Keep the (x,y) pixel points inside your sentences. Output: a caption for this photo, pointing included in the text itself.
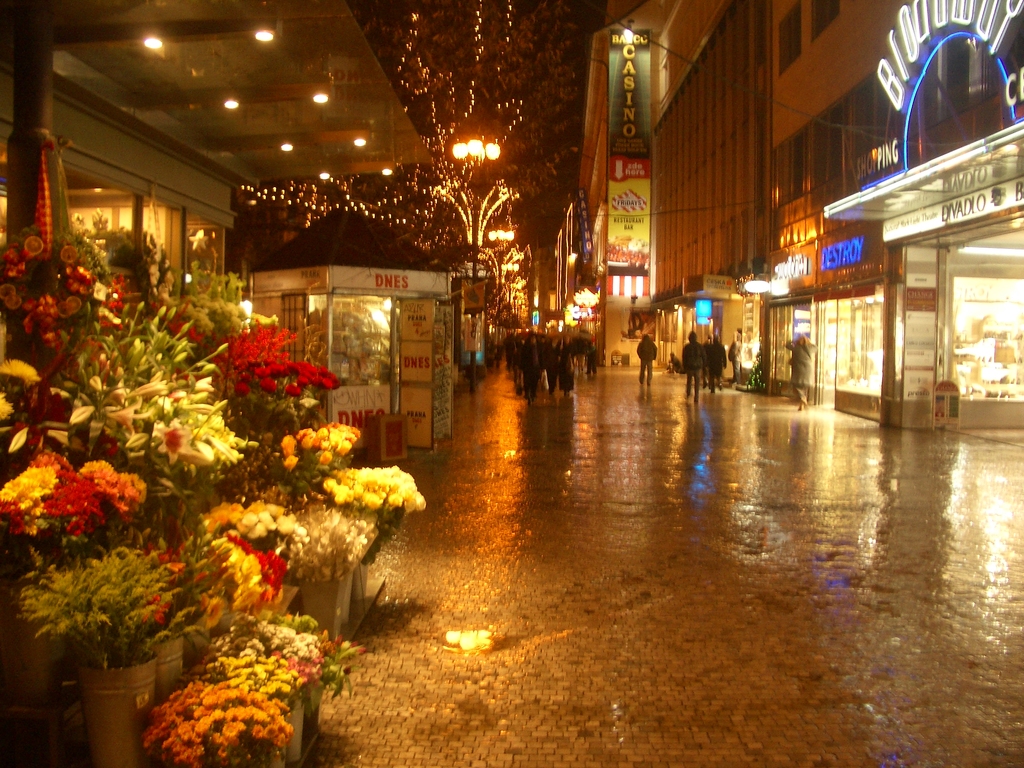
There are flower bouquets (206,507) and this is road (694,602). Here we can see some persons (543,350) on the road (707,474). There are lights (415,186), buildings (708,267), hoarding (628,101), and boards (385,431).
